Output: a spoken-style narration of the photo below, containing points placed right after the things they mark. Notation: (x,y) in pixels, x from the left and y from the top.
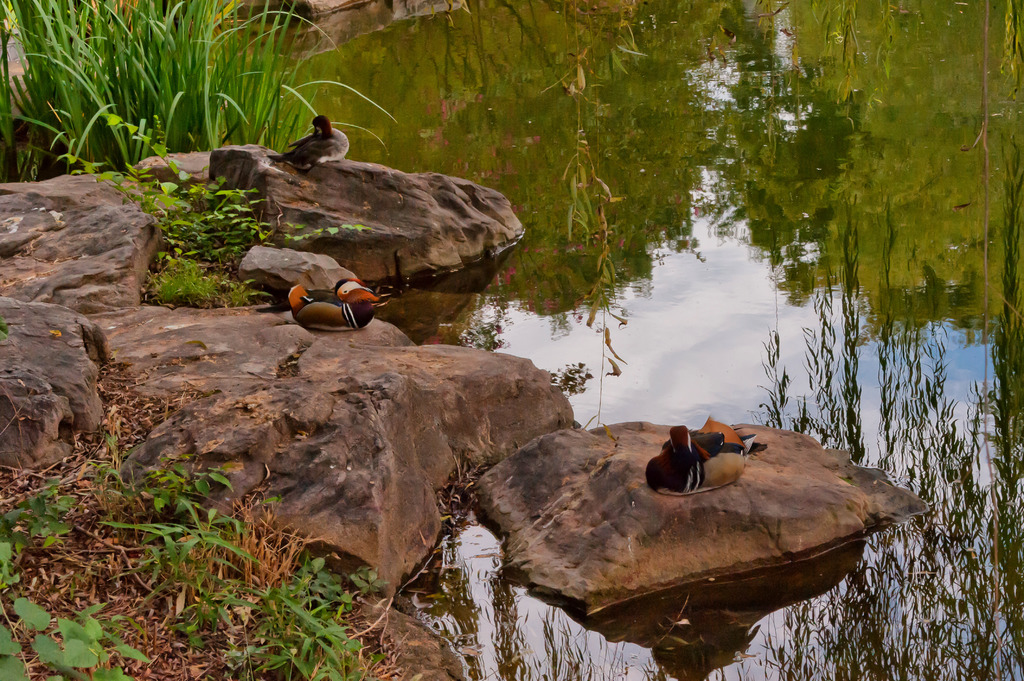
In this image I see the rocks (383,421) on which there are 3 birds (327,141) and I see the plants (190,234) and the grass (115,12) and I see the water (785,233) and in the reflection (976,164) I see the trees (991,260) and the sky (716,340).
